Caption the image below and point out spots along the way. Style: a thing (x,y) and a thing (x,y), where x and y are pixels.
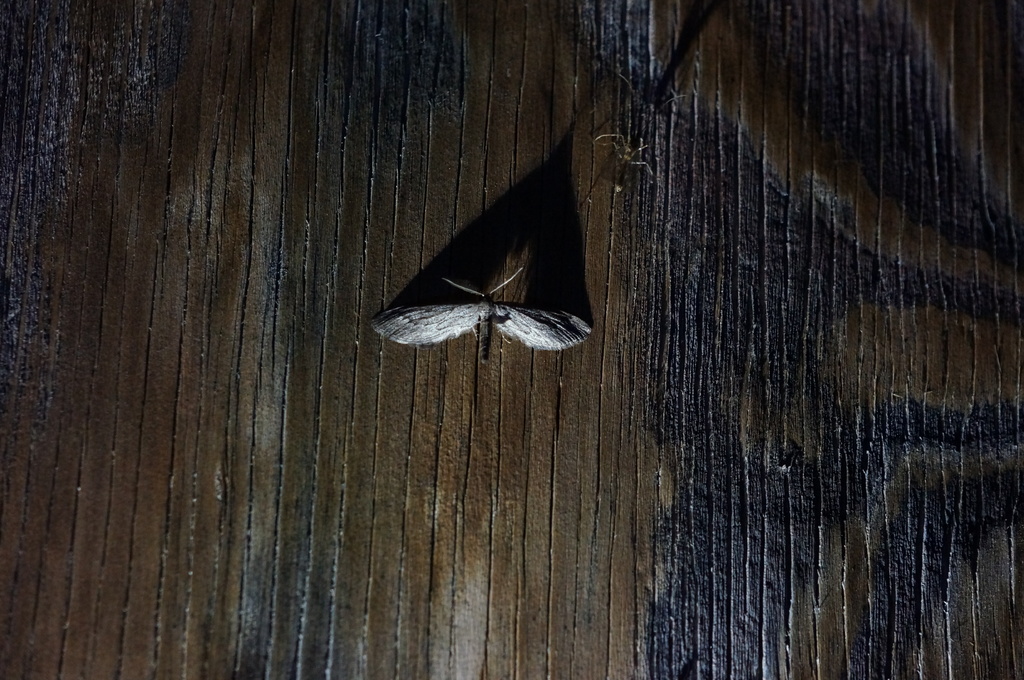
In this picture there is an insect (402,315) in the center of the image (503,335).
